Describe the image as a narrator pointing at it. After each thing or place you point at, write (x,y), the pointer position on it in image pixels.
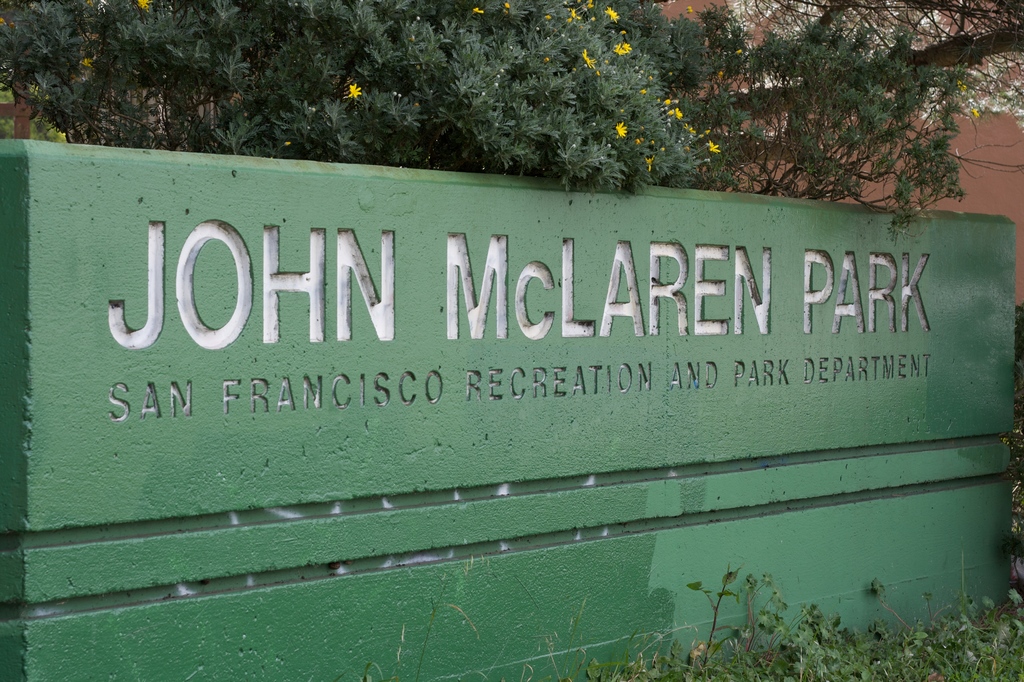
Here we can see a board (773,396) and there are plants (924,650). In the background (798,82) we can see trees (816,73), flowers (547,58), and a wall (991,198).
